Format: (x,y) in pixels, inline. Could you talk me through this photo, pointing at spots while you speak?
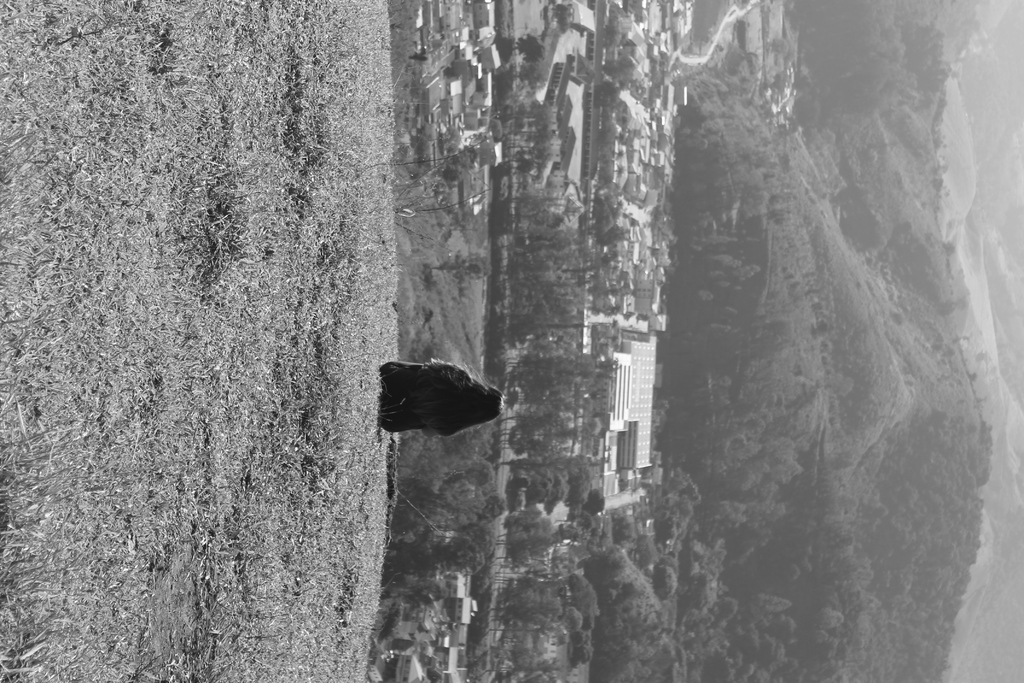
In this image there is a small girl (437,420) sitting on the grass lawn (343,392). Behind there are some houses (440,104) and mountains (828,232). Above there is a sky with clouds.
